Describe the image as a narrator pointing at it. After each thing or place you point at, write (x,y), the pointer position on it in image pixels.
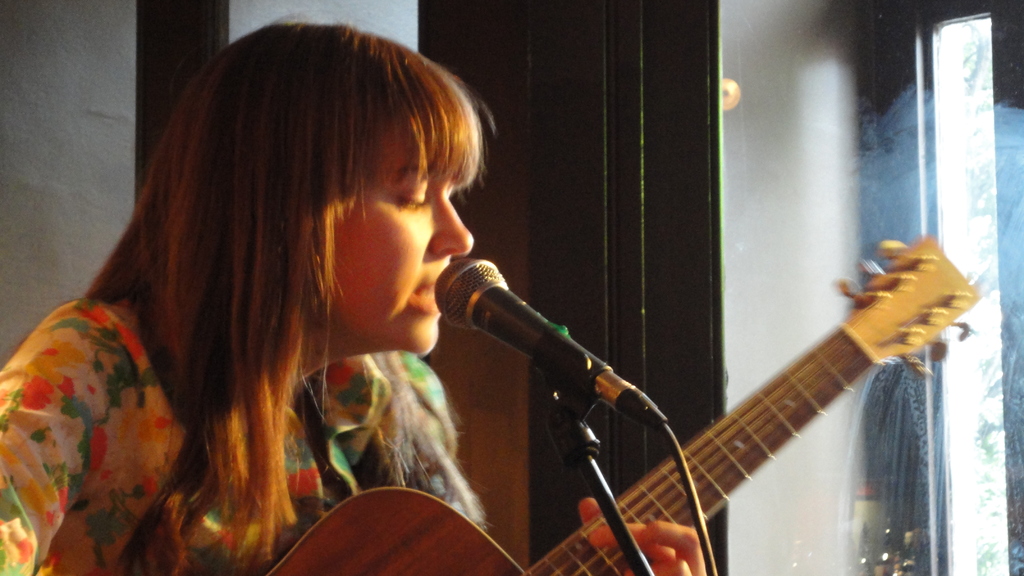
in this image there is a woman (340,392) singing, she is playing a guitar (433,549). there is a microphone (518,323) and its stand (570,446) present in front of her. at the right side (725,201) there is a window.
